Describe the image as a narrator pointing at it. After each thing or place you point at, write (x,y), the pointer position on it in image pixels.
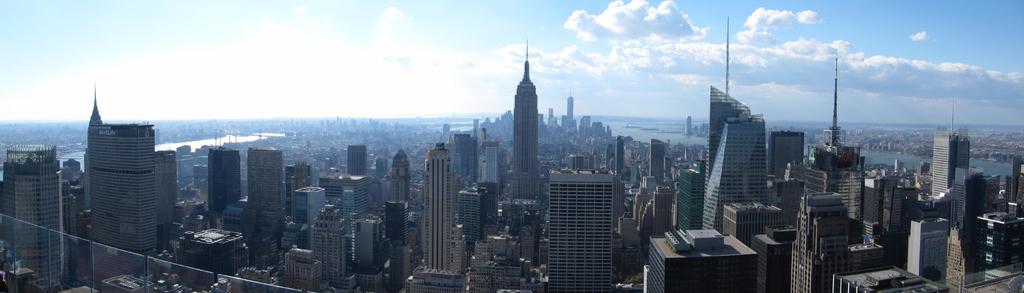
In this image, I can see the view of the city (908,143). These are the skyscrapers (506,192) and the buildings (585,250). I think this is a river (208,142). I can see the clouds (766,39) in the sky (845,55).
